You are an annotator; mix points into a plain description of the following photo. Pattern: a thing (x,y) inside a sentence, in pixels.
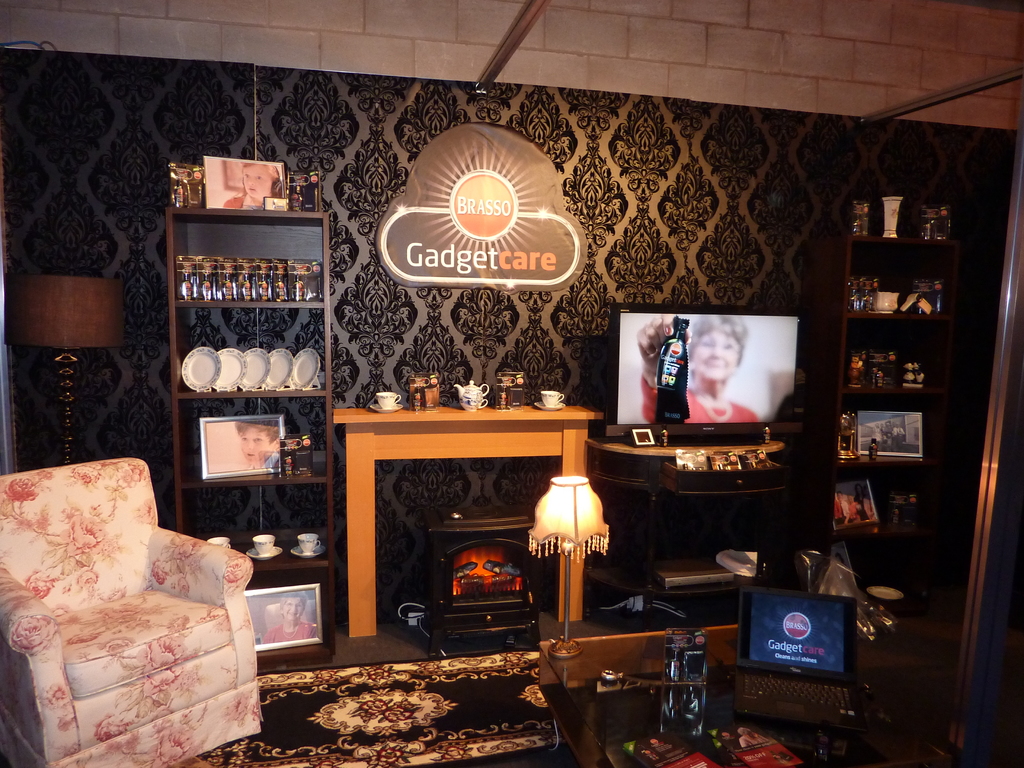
Laptop (822,654) on a table (661,708), a lamp (570,528), TV (743,422), some crockery items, another lamp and a sofa chair (70,540) are arranged in a living room (678,391).
